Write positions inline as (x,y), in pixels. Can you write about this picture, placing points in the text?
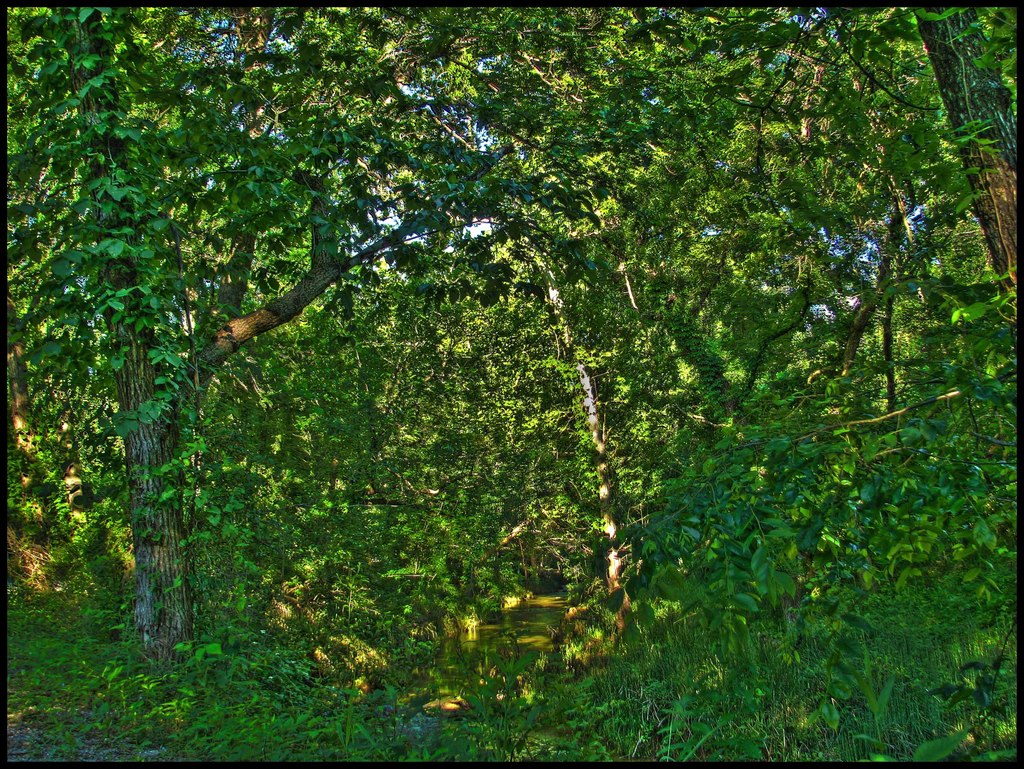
In this picture there is greenery (500,309) around the area of the image.
